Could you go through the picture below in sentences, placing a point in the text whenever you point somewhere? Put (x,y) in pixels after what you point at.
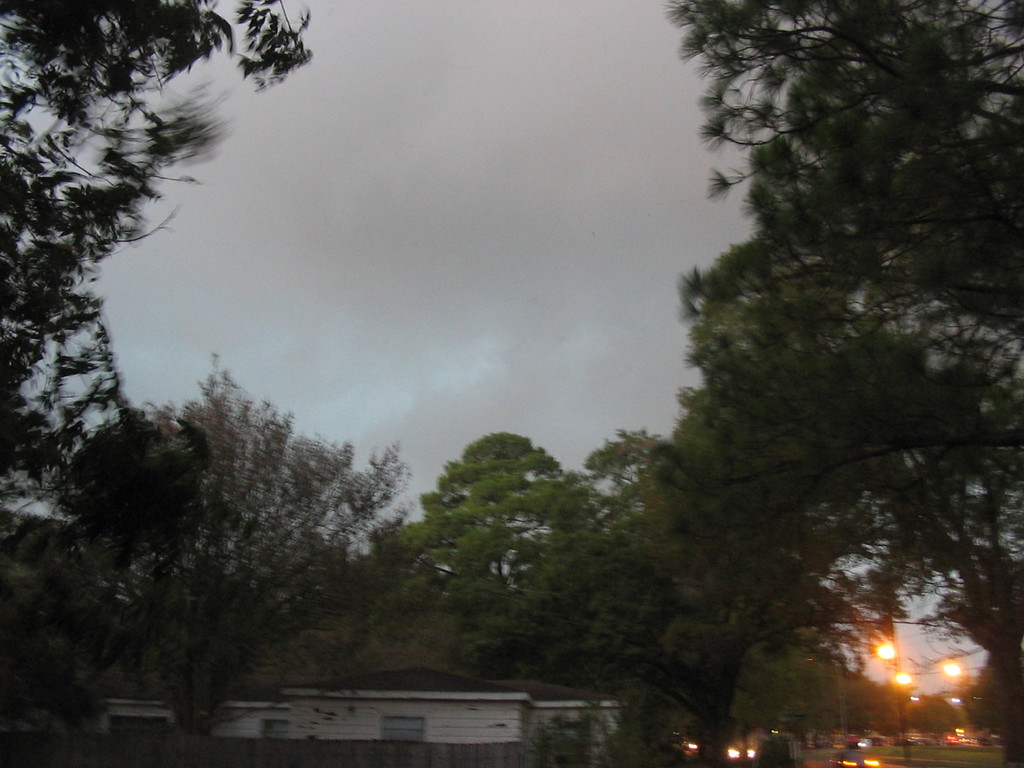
On the right (931,715) there are street lights (902,710), vehicles (876,759) and trees (967,507). On the left (61,520) there are trees (57,577). In the center of the picture (592,507) there are trees (398,600) and a building (410,698). Sky (408,188) is cloudy.
